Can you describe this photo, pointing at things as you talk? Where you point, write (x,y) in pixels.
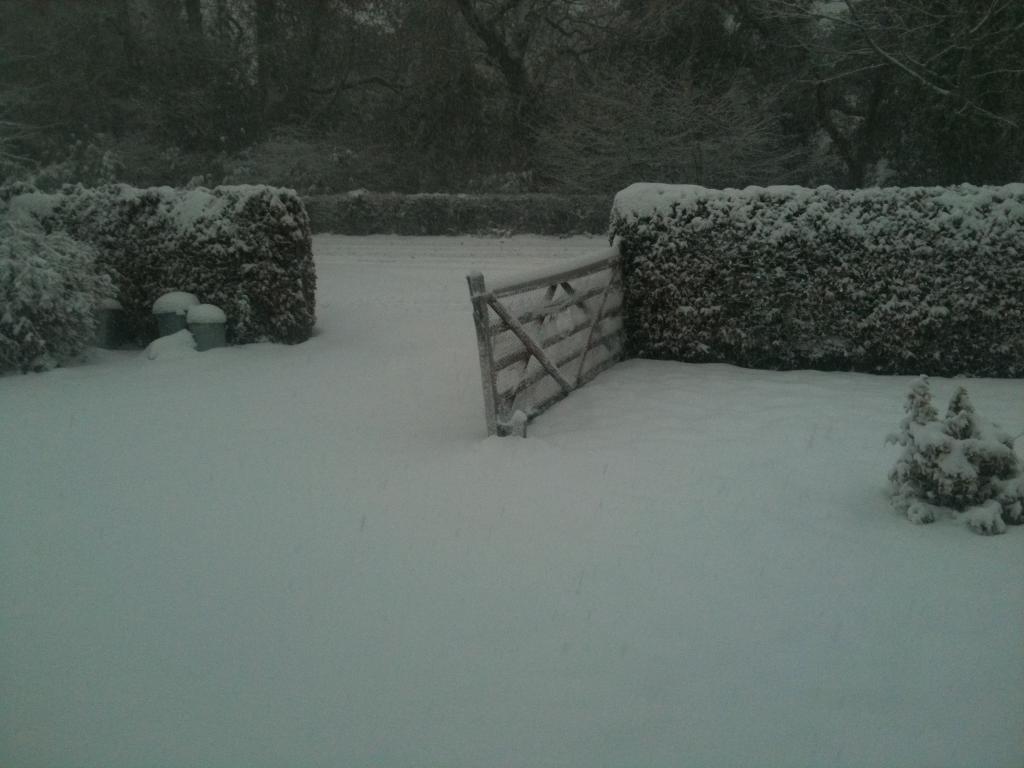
In this picture we can see snow (498,570) at the bottom (556,552), there are some plants (964,287) and a gate (534,349) in the middle (554,365), in the background (154,67) we can see trees (431,113).
